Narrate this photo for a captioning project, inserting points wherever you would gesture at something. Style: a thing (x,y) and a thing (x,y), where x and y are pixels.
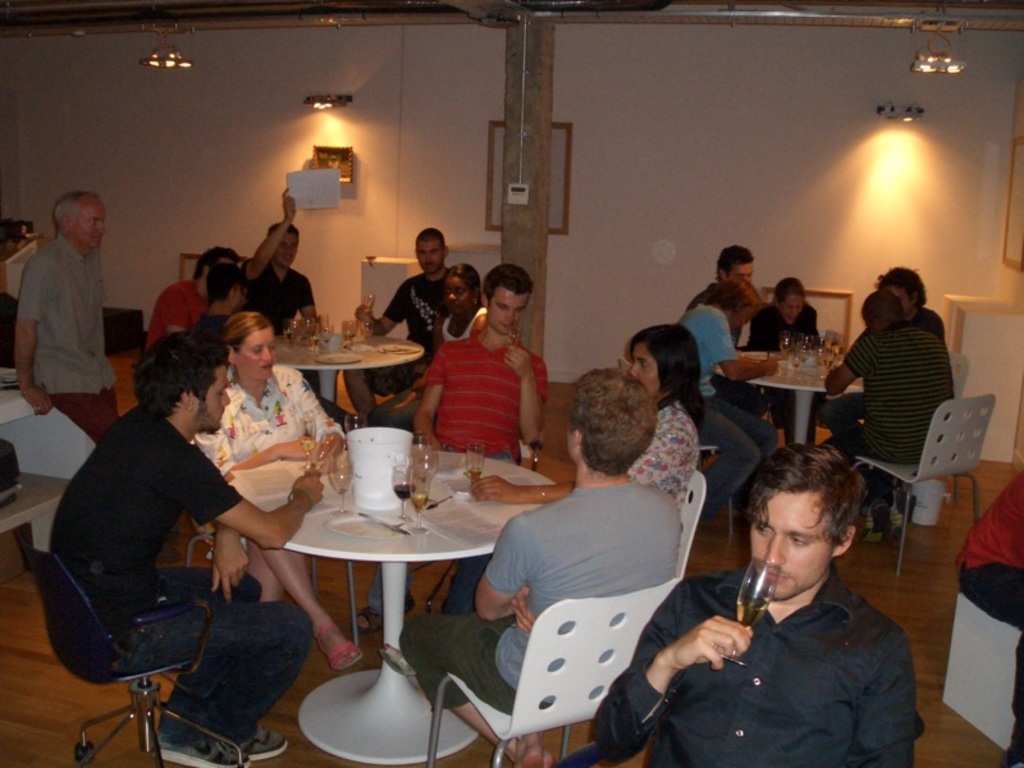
In this image there are group of people (221,677) sitting on the chairs (568,660). This is a white table (378,550) with wine glasses (346,479), small bucket (376,448) with papers (449,509) on it. This looks like a pillar (529,237) with some white object (515,190) attached to it. These are the lamps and photo frame (566,171) attached to the wall (372,155). Here is the another person (61,332) standing. These are the white chairs (574,644).
